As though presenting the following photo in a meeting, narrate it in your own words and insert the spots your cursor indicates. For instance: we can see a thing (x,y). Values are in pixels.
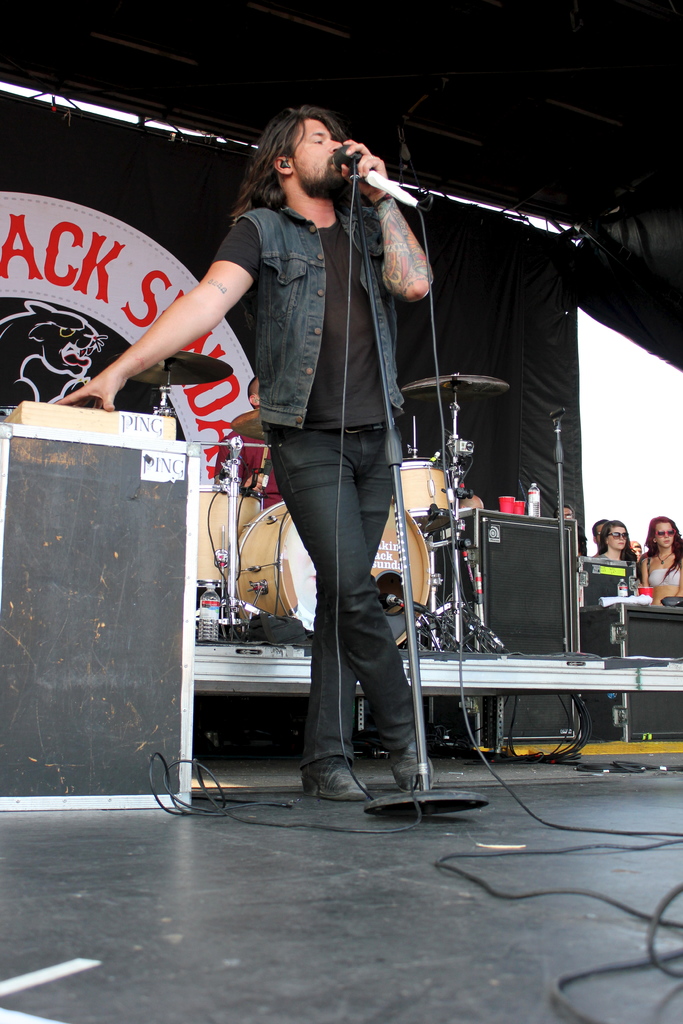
In this picture we can see a man (322,181) standing on the floor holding a microphone (381,184) in his hand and here is the stand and wire (441,424) and at the back (419,545) there are musical drums (431,513) and here are the group of people (631,552) sitting.
